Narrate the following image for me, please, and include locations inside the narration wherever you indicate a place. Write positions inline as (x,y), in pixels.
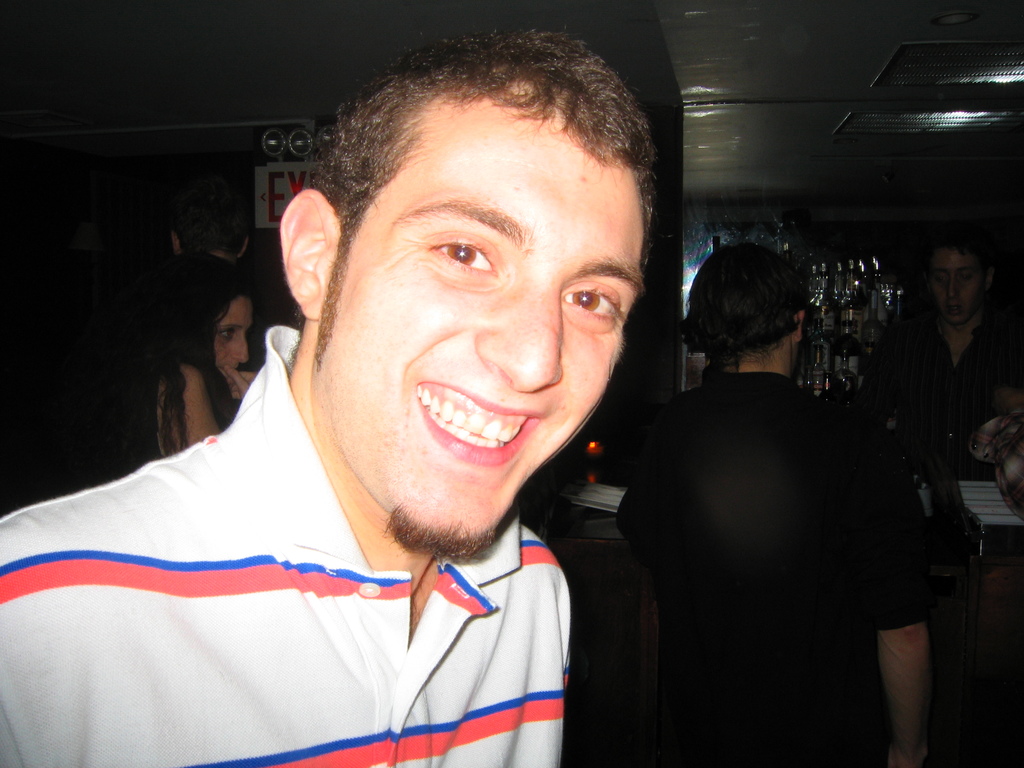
On the left side of this image (292,588) I can see a person (198,619) wearing a white color t-shirt (133,618), smiling and giving pose for the picture. In the background (765,502), I can see some more people (791,485) and few bottles (836,311) in the dark.
